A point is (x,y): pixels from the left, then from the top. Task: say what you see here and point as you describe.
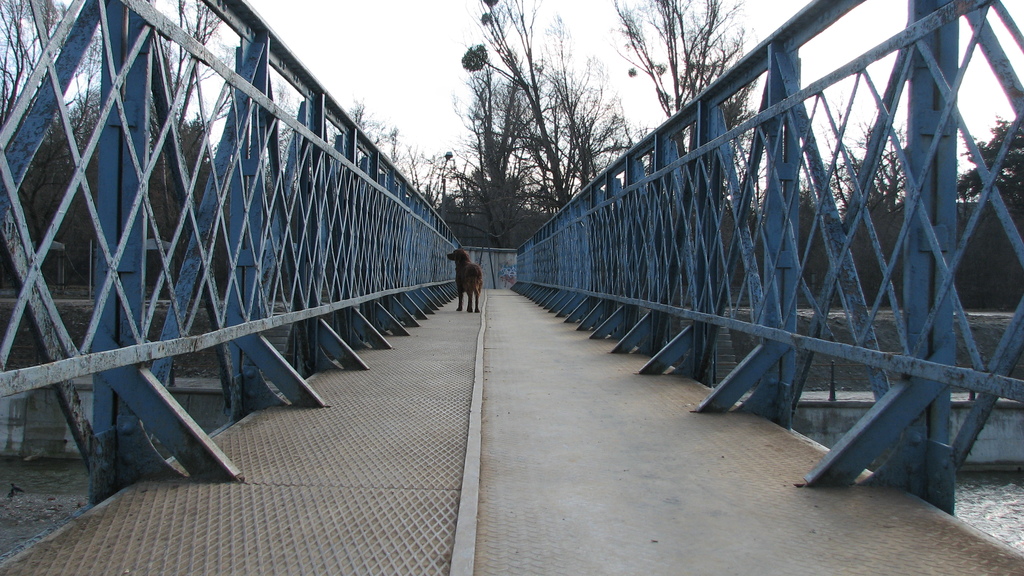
In this image I can see a dog (465,284) standing on a bridge (438,450). It has fence (440,261) on the either sides. There is water (24,490) at the bottom (50,469). There are trees (157,202) at the back (488,131) and there is sky (366,52) at the top (353,48).
